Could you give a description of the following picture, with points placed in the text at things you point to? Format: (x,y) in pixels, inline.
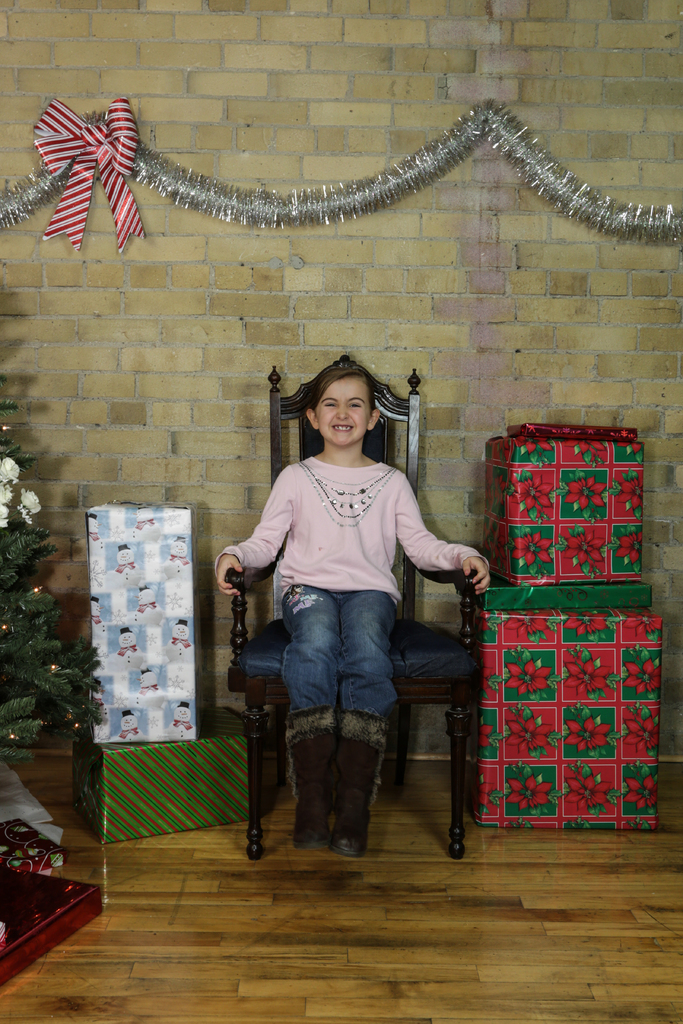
In the background (637,353) we can see the wall (218,235) and decorative objects (63,212). In this picture we can see a girl (333,430) sitting on a chair (315,447) and smiling. On the left side of the picture (65,721) we can see the partial part of a tree (35,560) which is decorated. We can see gift boxes (87,780). At the bottom portion of the picture (422,957) we can see the floor (486,957).
